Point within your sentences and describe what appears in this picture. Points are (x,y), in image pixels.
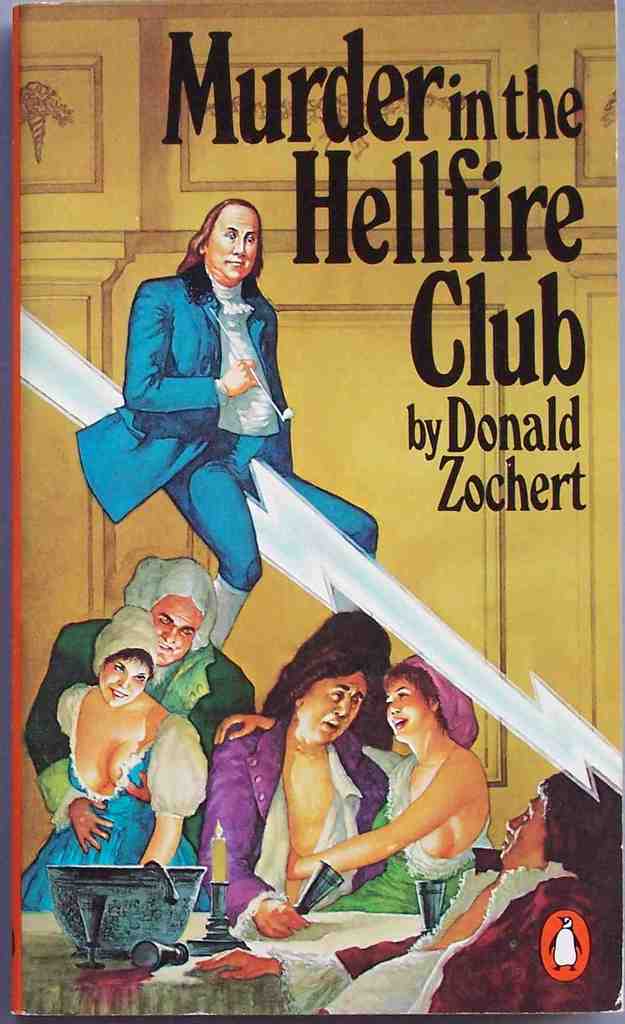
In this image I can see few persons (383,815), some are sitting and some are standing and they are wearing multi color dresses (161,684) and I can see the brown color background (388,414) and I can see something written on the image.
